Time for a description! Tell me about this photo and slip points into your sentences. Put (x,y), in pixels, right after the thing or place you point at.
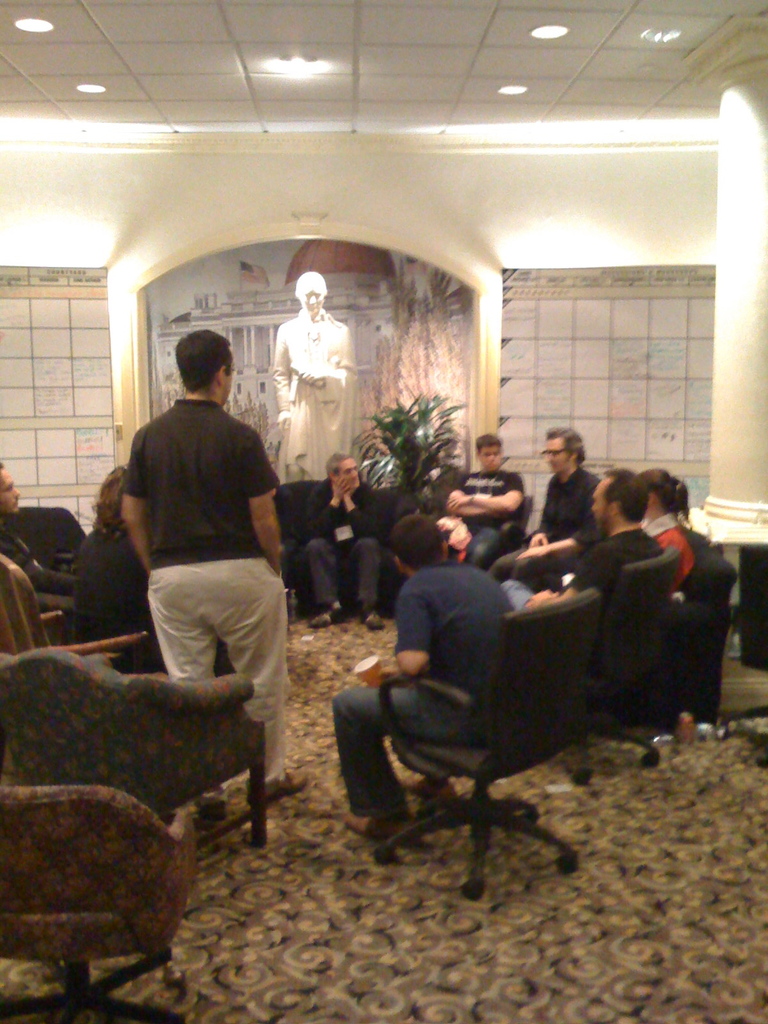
There are group of people (428,548) sitting on the chair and a man (232,539) is standing on the floor (234,799). Behind them there is a plant (412,442), statue (315,355) and wall (170,278). On the rooftop (131,103) there are lights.
